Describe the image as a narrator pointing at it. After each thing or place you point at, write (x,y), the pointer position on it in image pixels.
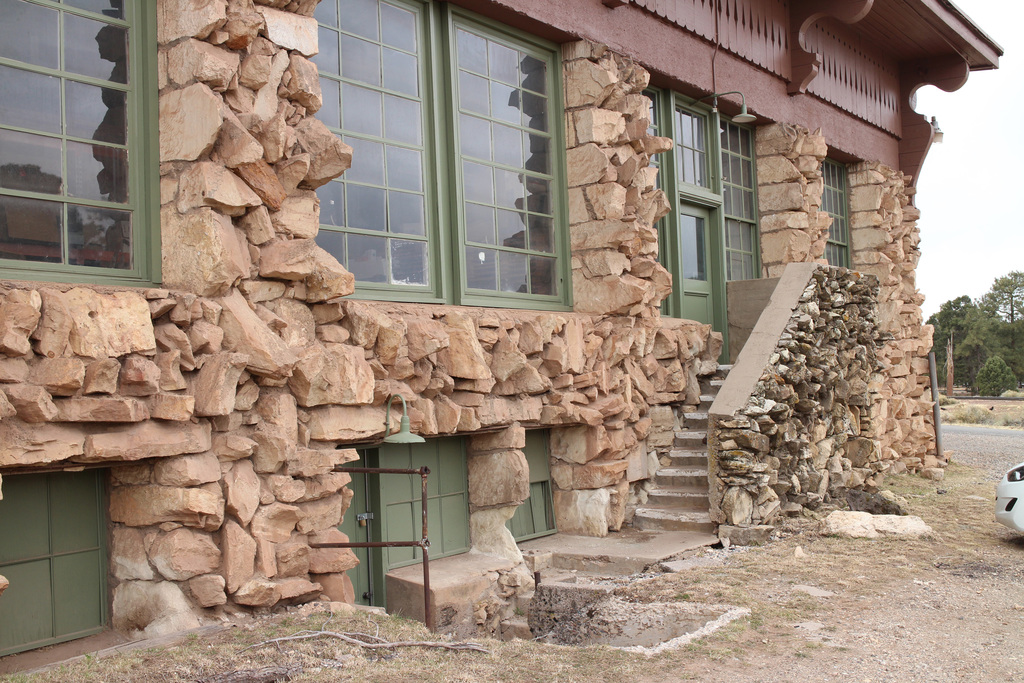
In this image we can see a building (437,285) with windows (442,241). We can also see the rocks (548,389), metal poles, a vehicle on the ground (979,657), a group of trees (943,362) and the sky (936,274).
